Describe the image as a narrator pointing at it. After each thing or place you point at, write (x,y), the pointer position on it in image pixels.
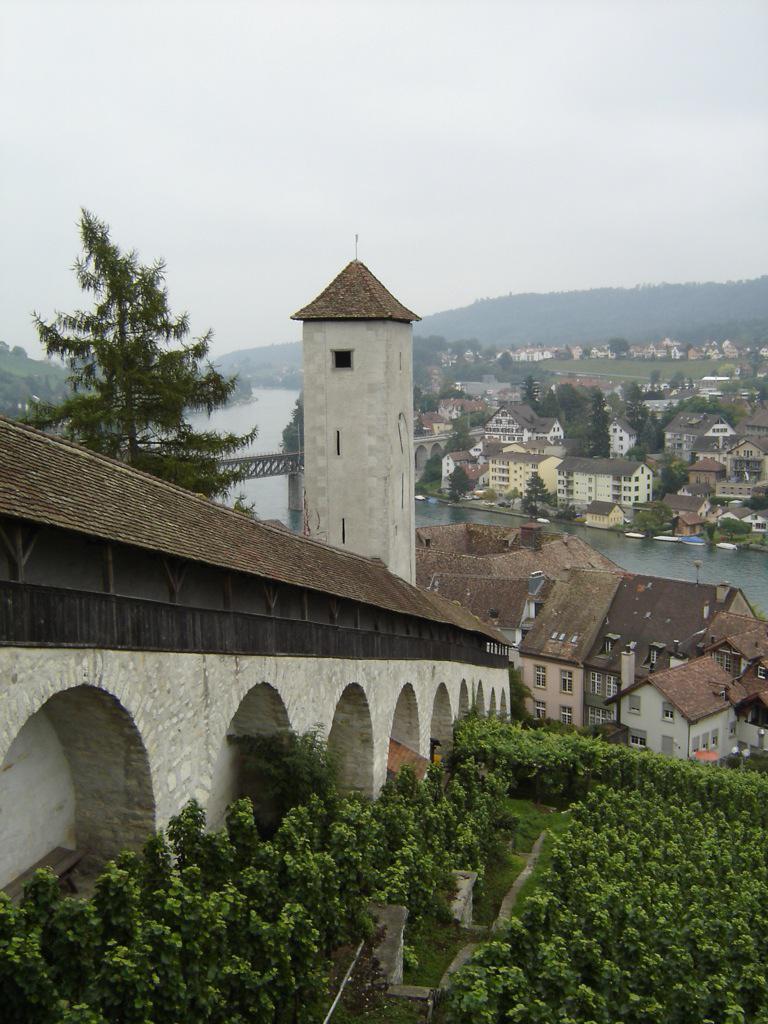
In this picture we can see plants (154,897) on the ground (428,960) and in the background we can see a bridge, water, houses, trees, mountains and the sky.
